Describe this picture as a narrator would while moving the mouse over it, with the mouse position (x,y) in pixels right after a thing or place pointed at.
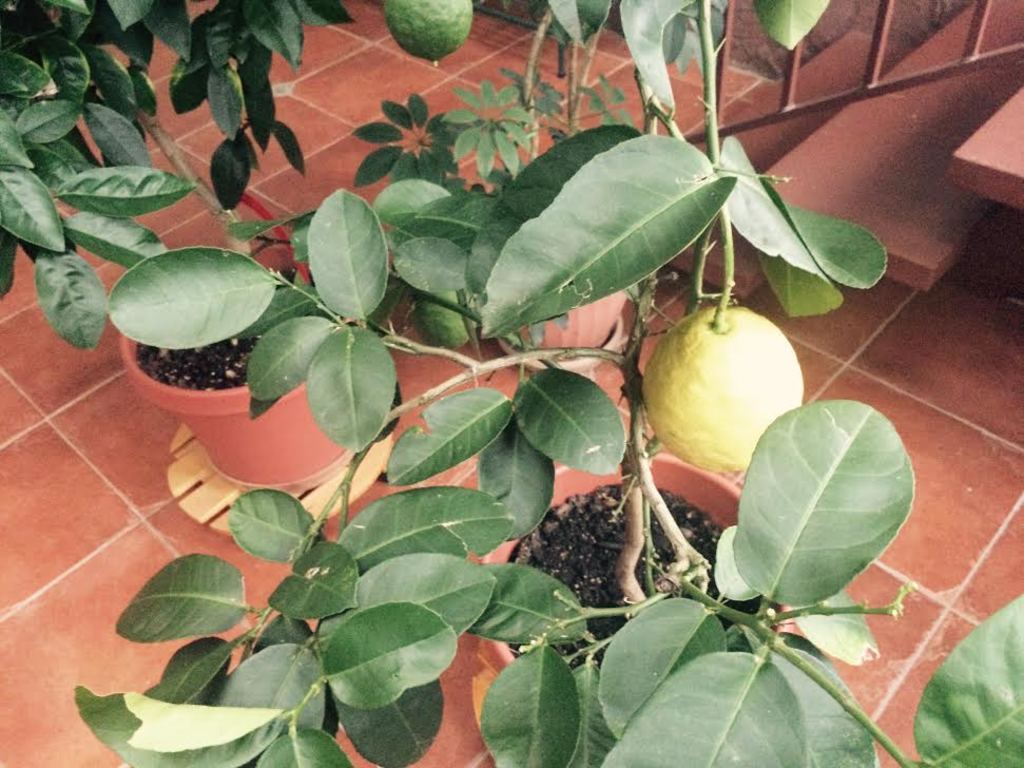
In this image, we can see plants (466,526) in the pots (531,556) and there are fruits (736,453). At the top (882,186), there are stairs (890,253), railing (861,90) and there is floor (959,501).
